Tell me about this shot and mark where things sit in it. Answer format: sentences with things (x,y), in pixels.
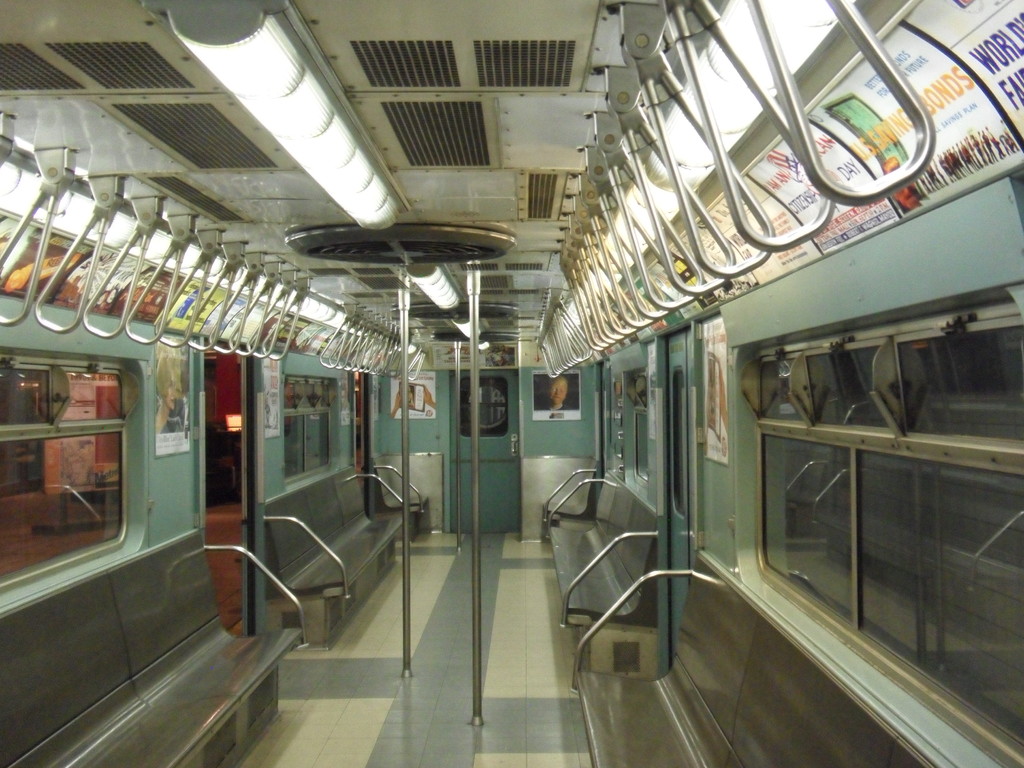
This image is inside the train (252,569) where we can see seats (812,721), handles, poles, posters (27,273) on the wall (138,442), ceiling lights (252,36) and glass windows (845,416) through which we can see the platform (112,518).
